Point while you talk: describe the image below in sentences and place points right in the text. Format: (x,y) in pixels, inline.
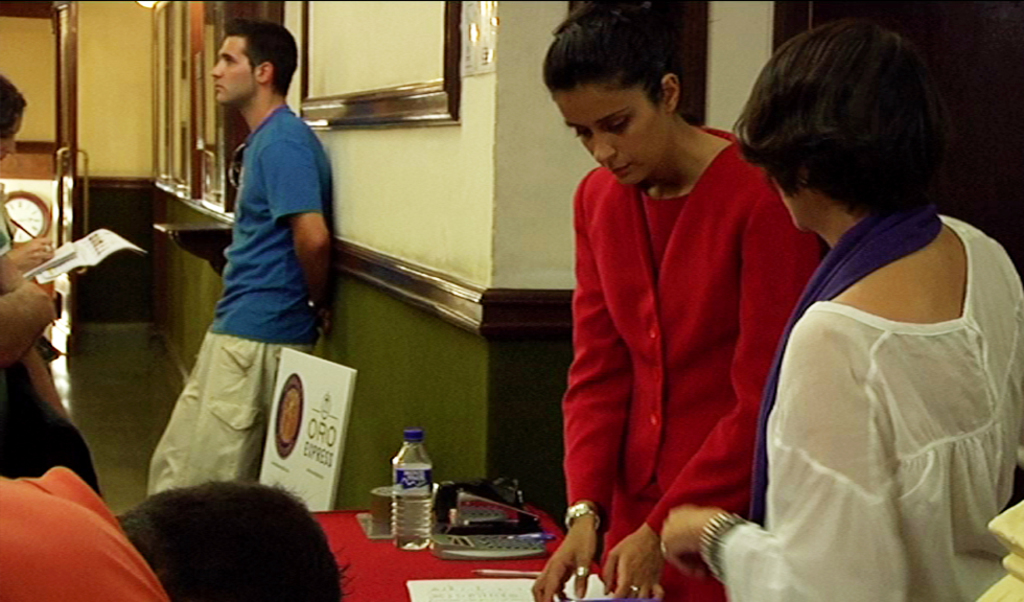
In this image, we can see people (267,299) standing and one of them is holding a pen (16,226) and some papers (78,255). In the background (79,216), there is a light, frame (417,45), board (304,403), door (75,122) and a wall (512,219) and we can see a bottle (417,522), paper (490,581), pencil (501,574) and some objects (469,539) are on the table (368,566). At the bottom (130,419), there is floor (104,416).
